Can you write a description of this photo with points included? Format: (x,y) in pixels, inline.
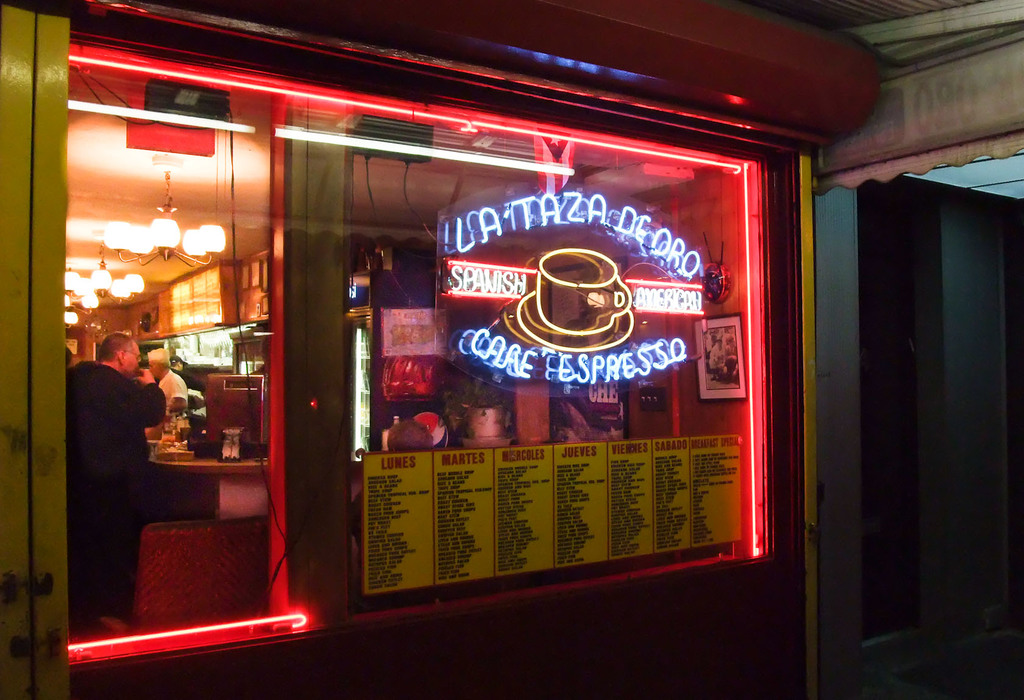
In this image, we can see a cafe (582,448) with glass door (693,370). Here we can see posts (487,512), lights (462,332). Through the glass (440,276) we can see the inside view. Here we can see few people (87,399), chandeliers (103,275), roof (112,164), some objects (220,281).
